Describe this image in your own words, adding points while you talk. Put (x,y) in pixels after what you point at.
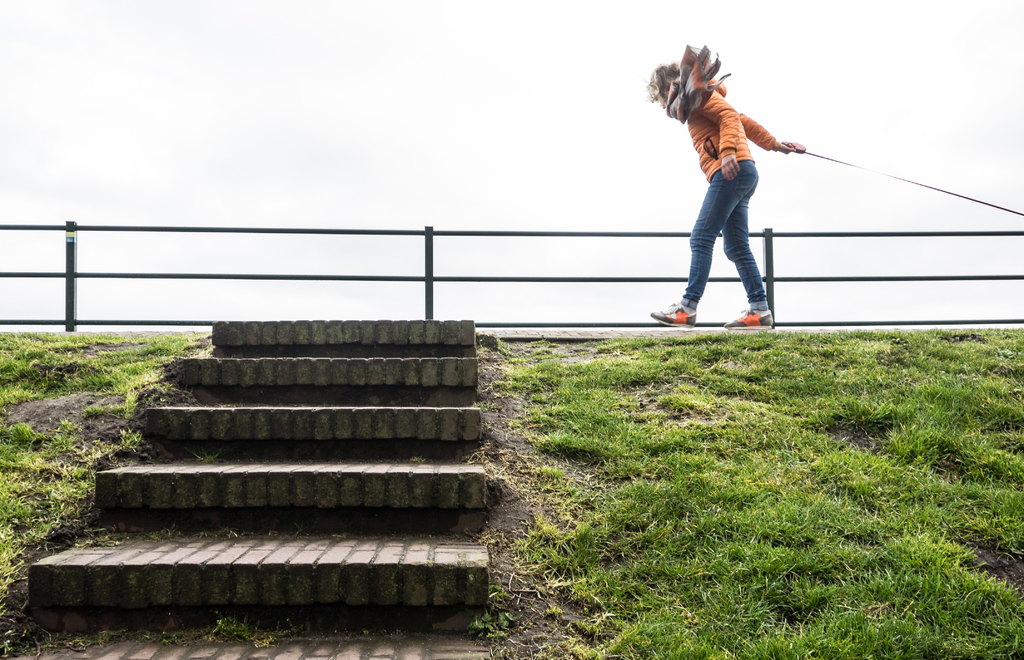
In this image I can see grass ground (534,397), stairs (335,447) and railing (325,230). On the right side of this image (743,175) I can see one person (709,144) is standing and I can see this person (766,137) is holding an object (809,154). I can also see this person (717,144) is wearing an orange colour jacket (726,136), jeans (741,218) and shoes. I can also see white colour in the background (261,82).
